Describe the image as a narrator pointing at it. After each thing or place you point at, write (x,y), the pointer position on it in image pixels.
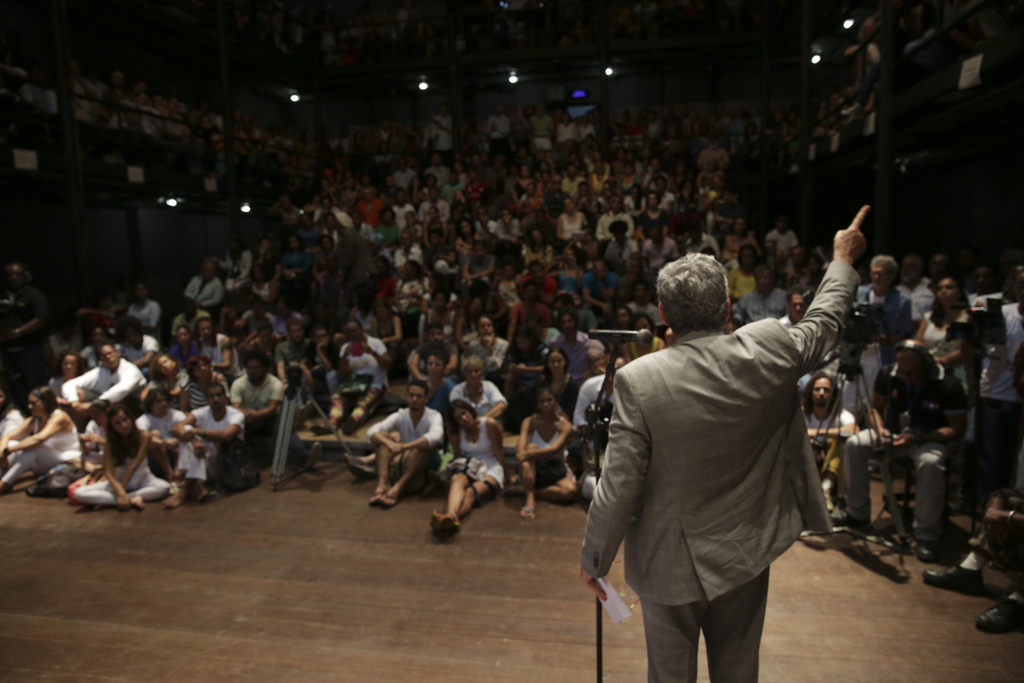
In this picture there is a man (713,483) who is standing in front of the mic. In the background (701,227) I can see many people (616,210) were sitting on the stairs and chairs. At the top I can see the lights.
